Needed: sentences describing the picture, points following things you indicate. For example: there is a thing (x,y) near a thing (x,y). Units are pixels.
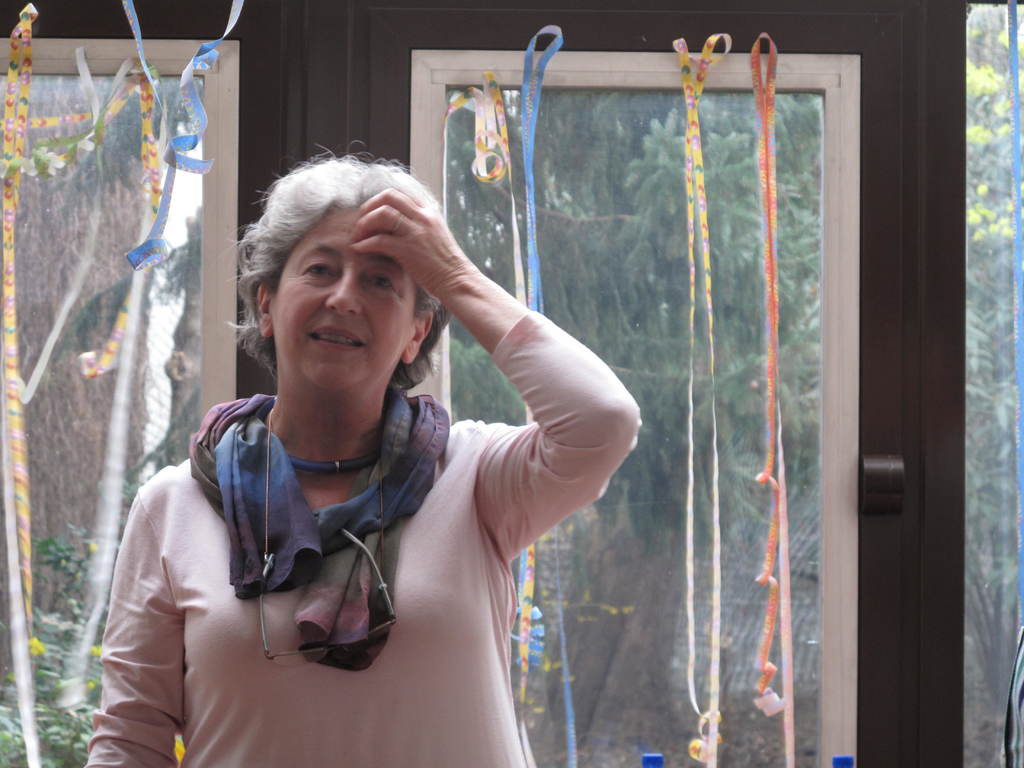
In the image we can see a woman (435,624) wearing clothes (427,630), scarf (412,497) and the woman (428,495) is smiling. These are the spectacles (302,651), windows (988,529), ribbons (8,133) and out of the window (616,306) we can see trees (721,278).
